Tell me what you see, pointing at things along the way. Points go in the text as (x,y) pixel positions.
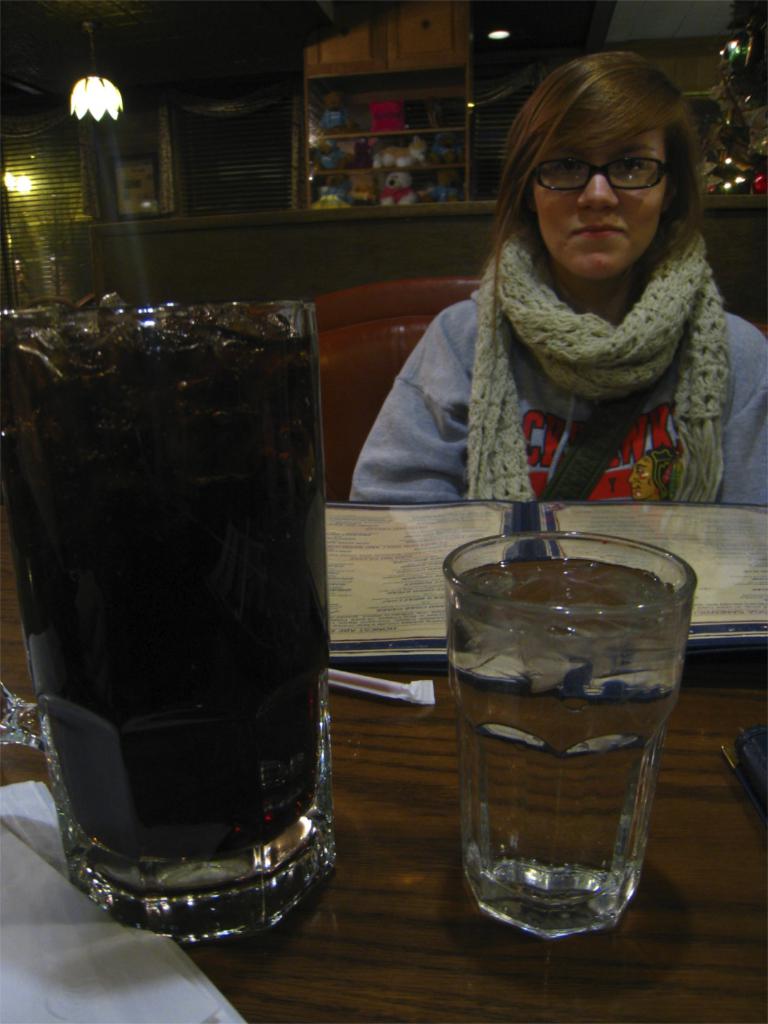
In this picture there are two glasses (236,854), which are placed on the table (680,773) and there is a lady (544,243) who is sitting in front of the table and there are lamps (92,76) and cupboards (371,95) in the background area of the image (428,156).
